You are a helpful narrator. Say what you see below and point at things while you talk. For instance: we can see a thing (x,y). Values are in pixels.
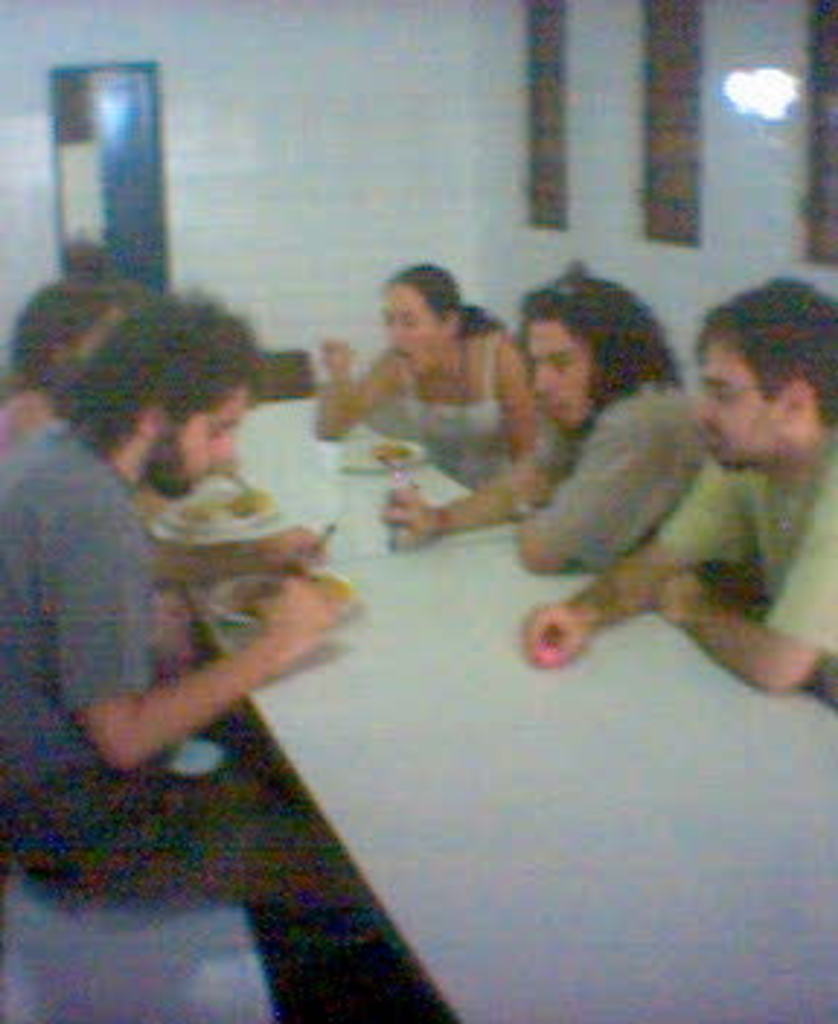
In this picture there are several people (132,709) are sitting on a white table (496,711) with food eatables (217,510) on top of it. In the background (107,138) we observe a glass window (114,146).
